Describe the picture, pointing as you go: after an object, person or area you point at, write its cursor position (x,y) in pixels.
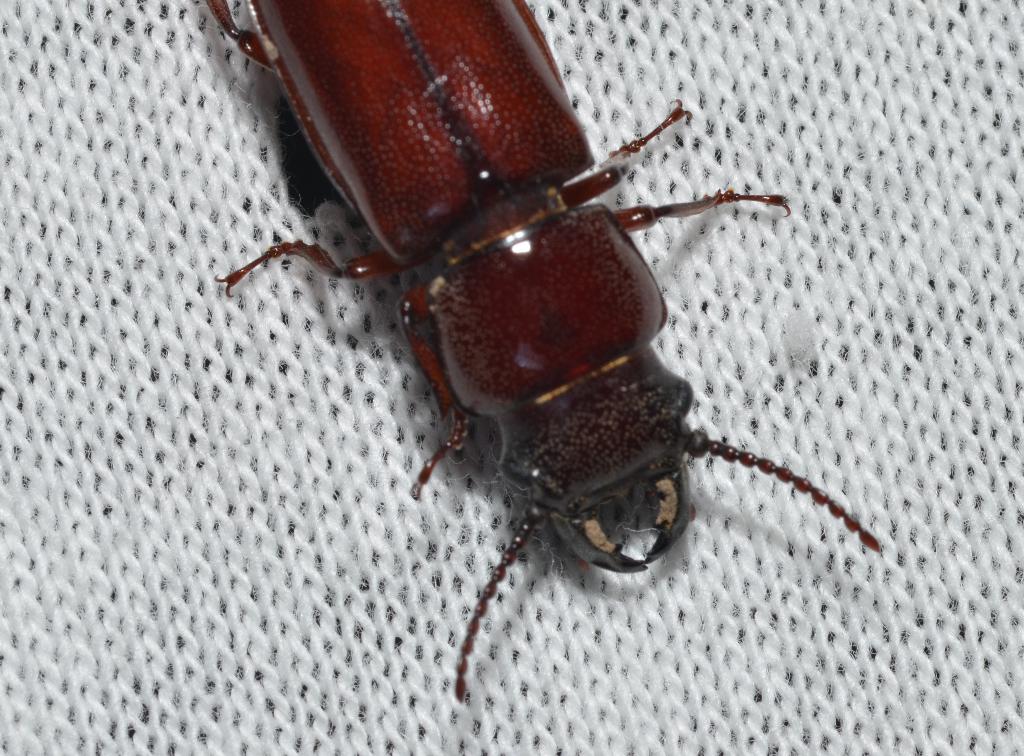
In this image I can see an insect (522,116) which is in red color on a white color cloth (163,426).
